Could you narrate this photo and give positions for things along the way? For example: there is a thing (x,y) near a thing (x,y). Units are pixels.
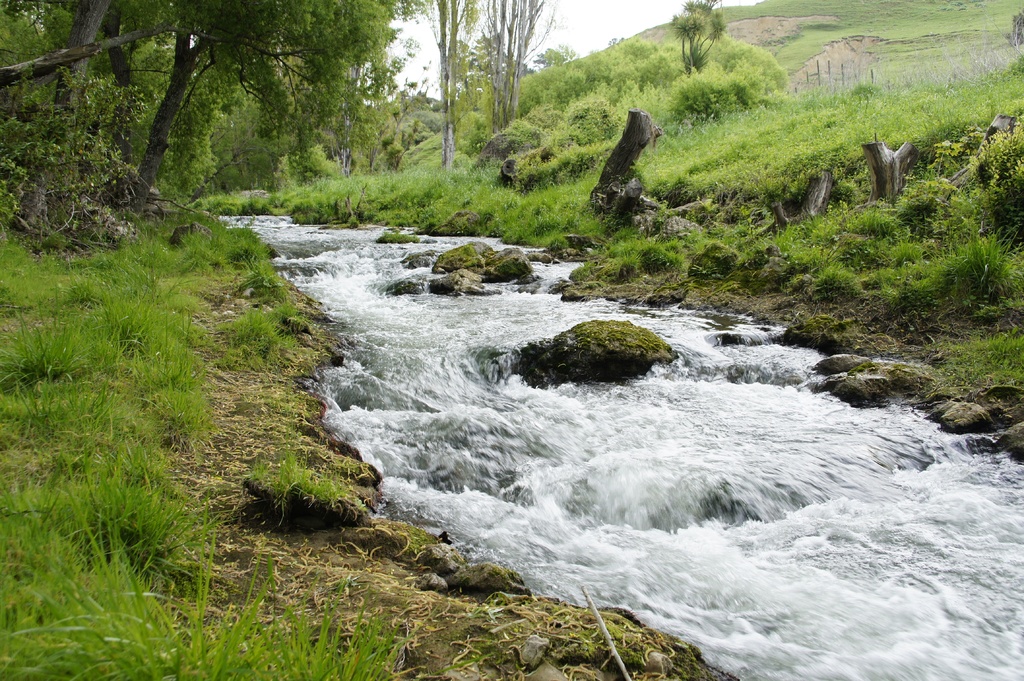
In this image there is a river (712,449) in the middle (395,356). There is grass (129,259) on either side of it. In the background (460,103) there are trees (553,119). At the bottom (421,547) there are stones (431,557).
